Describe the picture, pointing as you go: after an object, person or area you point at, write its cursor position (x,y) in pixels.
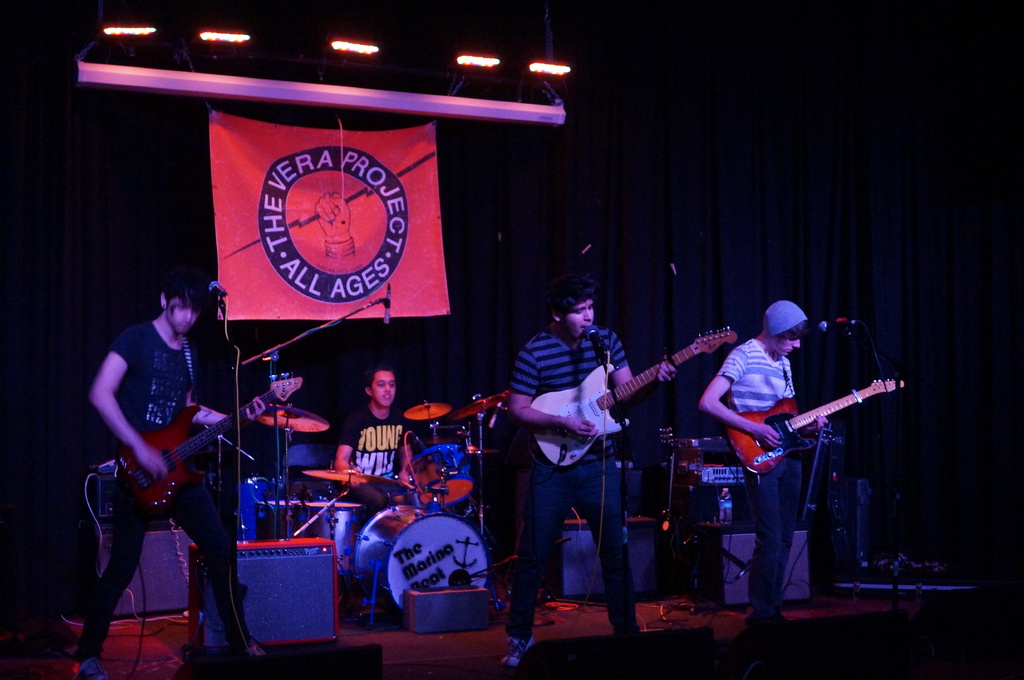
In this image there are group of persons (542,359) who are playing musical instruments (363,476) and at the top of the image (405,144) there is a banner (438,270).
